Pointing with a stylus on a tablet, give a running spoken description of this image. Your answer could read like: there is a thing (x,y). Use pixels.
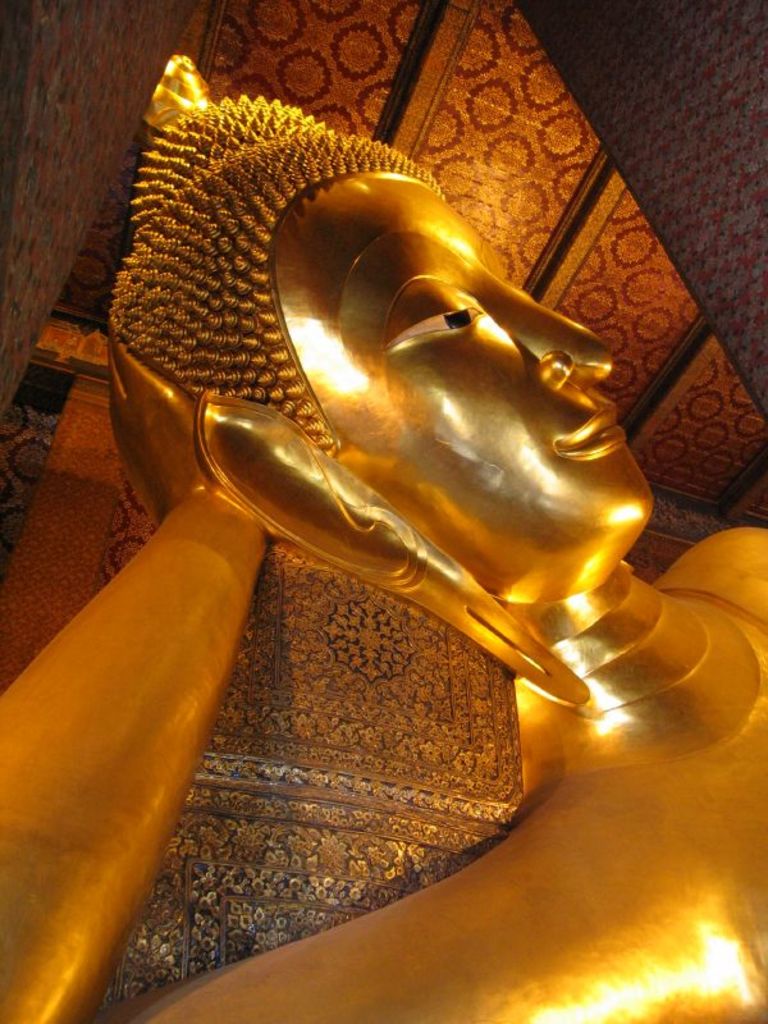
In this picture there is a statue (123,899). At the back (236,806) it looks like a pillar (699,292). At the top (690,305) there is a floral design (624,232) on the roof (654,391).
